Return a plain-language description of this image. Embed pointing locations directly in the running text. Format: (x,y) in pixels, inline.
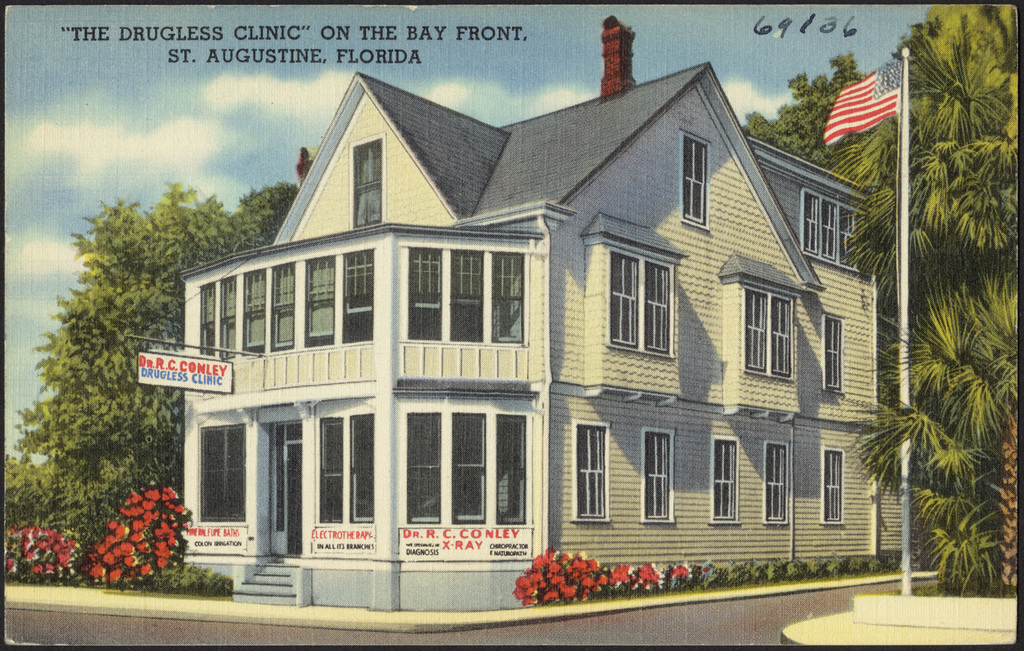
In this image there is an art. In the middle (667,222) there is a building (501,352) with the windows (464,430) and doors (293,488). There is a garden (758,567) around the building (597,469) in which there are red color flower plants (149,541). On the right side (855,119) there is a flag (862,100). Beside the flag (884,111) there are trees (964,336). On the left side (107,315) there are trees (108,325). There is a board (182,363) attached to the building (228,359). At the top (523,112) there is the sky (522,93).
